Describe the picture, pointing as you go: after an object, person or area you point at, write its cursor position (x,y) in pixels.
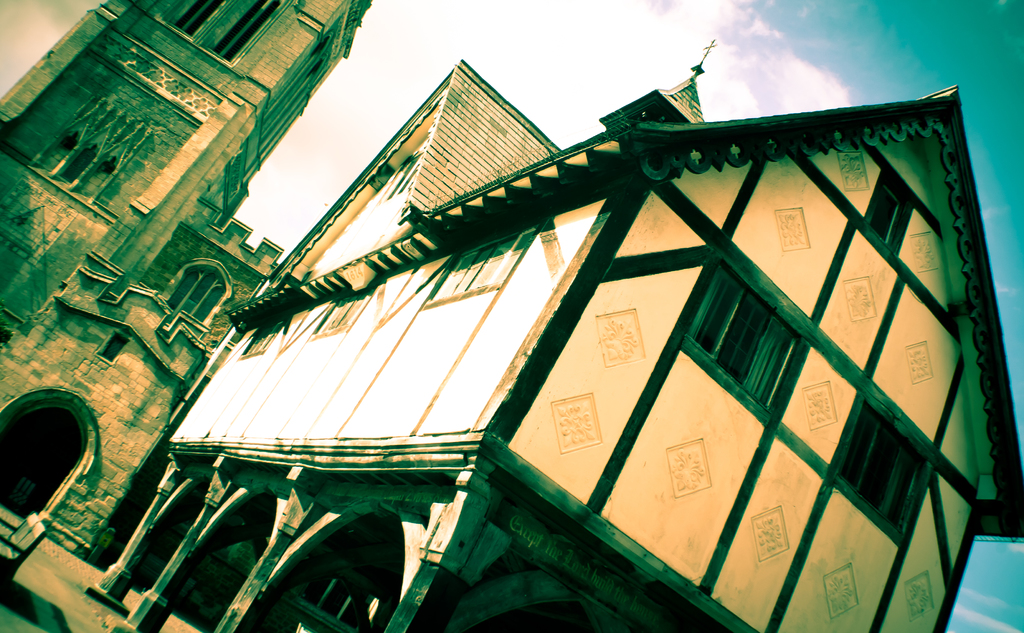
On the right side (784,220), there is a building (571,152) having roof (498,180) and windows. In the background (180,267), there is a building (148,22) which is having windows (202,299) and there are clouds (497,68) in the blue sky (699,35).
